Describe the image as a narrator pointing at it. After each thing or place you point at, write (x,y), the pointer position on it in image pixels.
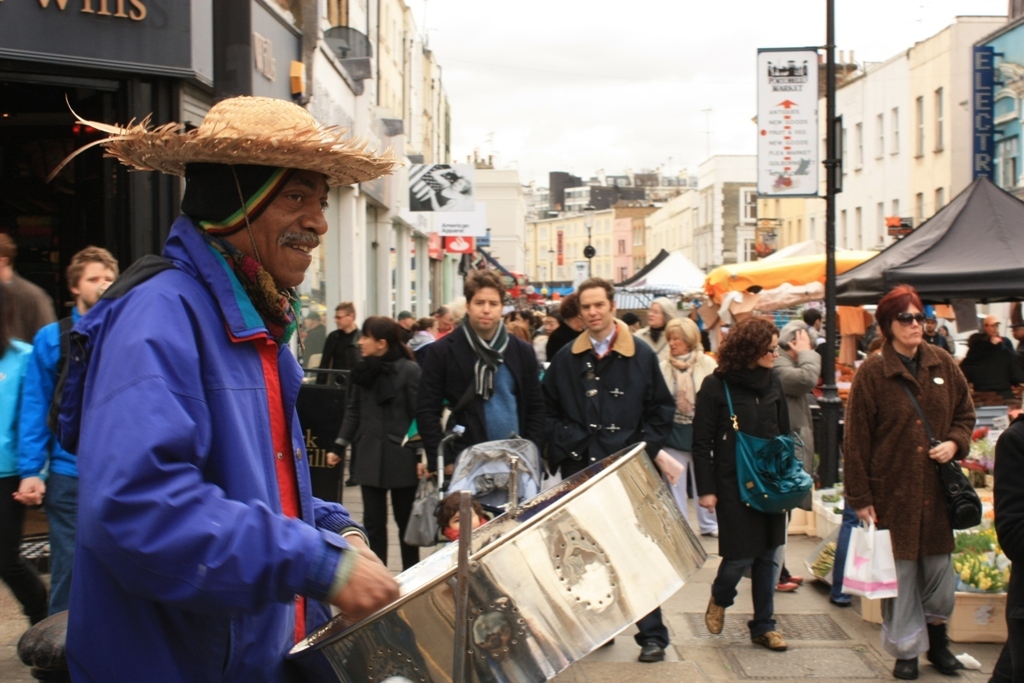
In this picture there is a man (190,361) who is wearing hat (286,149), jacket (215,507) and playing drum (490,614). In the back (1015,482) I can see many people (458,421) who are walking on the street (750,582). On the right (980,215) I can see the tents (983,233) and boards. In the background (903,196) I can see many buildings (534,241). At the top (487,44) I can see the sky (555,141) and clouds (614,154).
